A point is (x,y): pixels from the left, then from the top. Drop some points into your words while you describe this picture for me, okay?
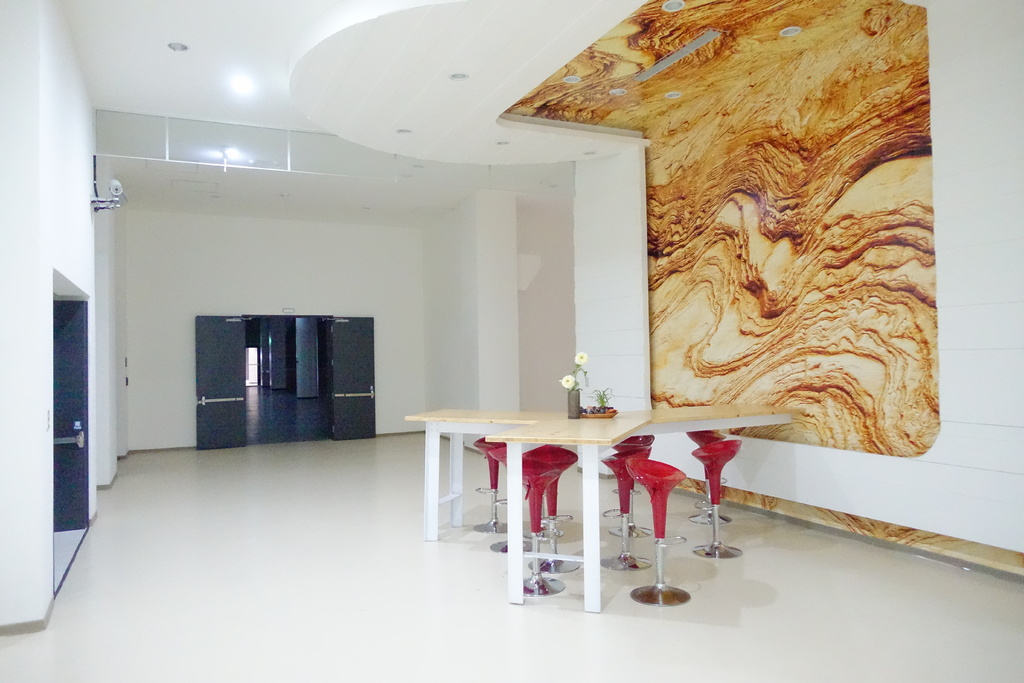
This is a picture taken in a room (731,515). In the center of the picture (437,442) there is a dining table (627,429) and chairs (529,507). On the table (591,442) there is a house plant (604,403) and a flower vase (578,408). On the right (814,421) it is wall (831,274). On the left (79,411) there is a door (85,369) and camera (106,199). In the center (361,337) in the background (230,379) there are doors (233,371). At the top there are light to the ceiling (292,109).
